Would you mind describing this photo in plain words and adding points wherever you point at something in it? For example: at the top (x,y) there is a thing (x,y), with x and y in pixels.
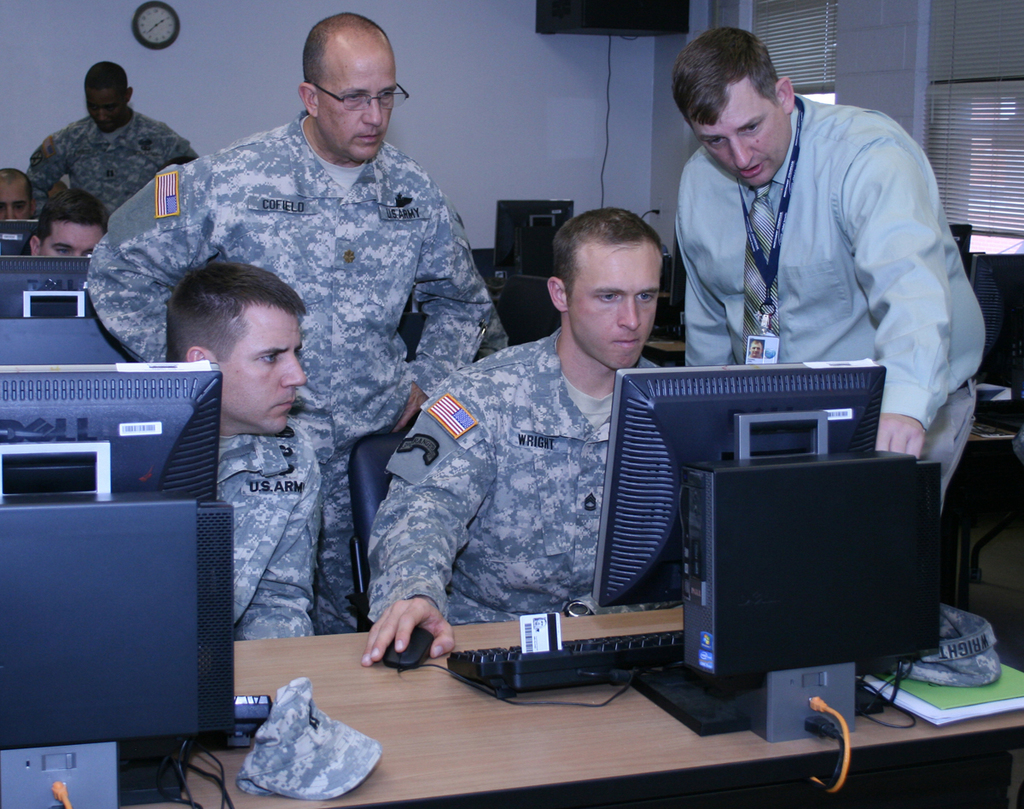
This picture consists of inside view of building (40,92), in the building (53,115) I can see few persons (505,567) sitting on chair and few persons (350,136) standing and I can see a table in the foreground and I can see a system (51,457), book (920,686) and key pad (526,653) and mouse (401,660) and cap (342,746) and CPU (720,654) and cable cards (824,714) kept on table (334,702) and I can see there are systems (117,413) visible in the middle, at the top (419,32) I can see the wall (277,30), on the wall (223,30) I can see clock (160,42) attached, in the top right (794,31) I can see window (821,24).
